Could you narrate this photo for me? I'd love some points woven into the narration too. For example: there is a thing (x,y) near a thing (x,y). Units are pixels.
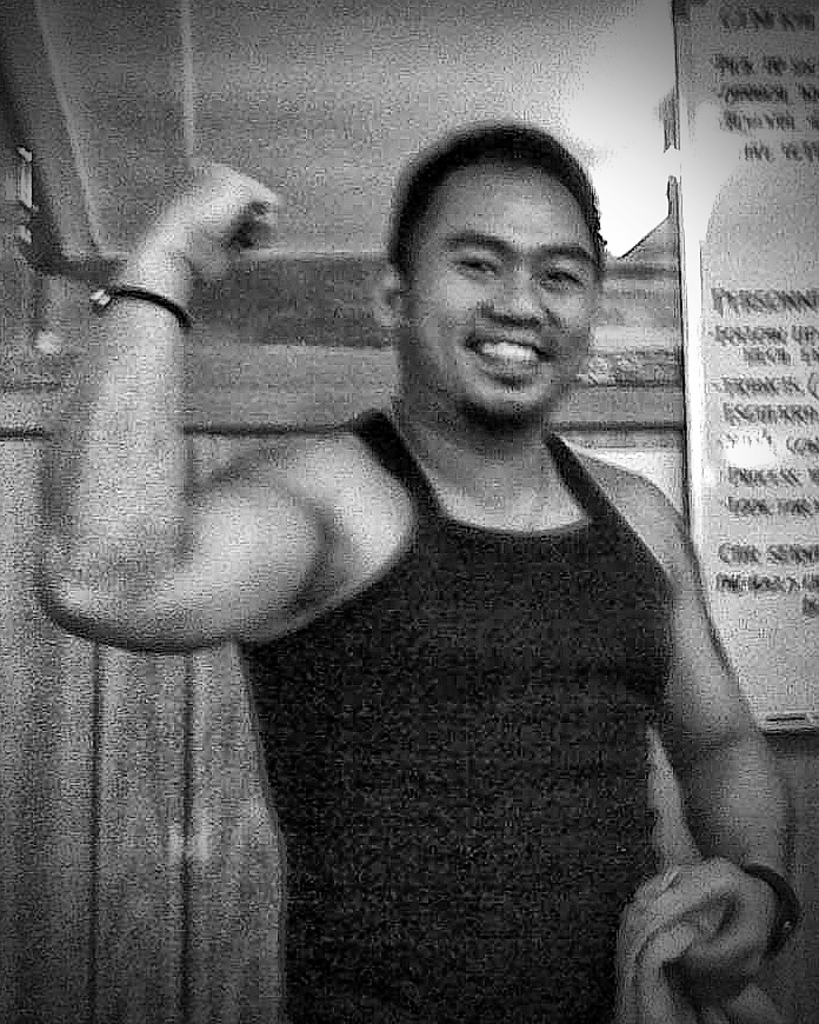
In this image there is a person (508,787) holding the towel (652,908). Behind him there is a display board (776,484) with some text (759,307) on it. Beside the display board (740,198) there is a wall (231,792).
